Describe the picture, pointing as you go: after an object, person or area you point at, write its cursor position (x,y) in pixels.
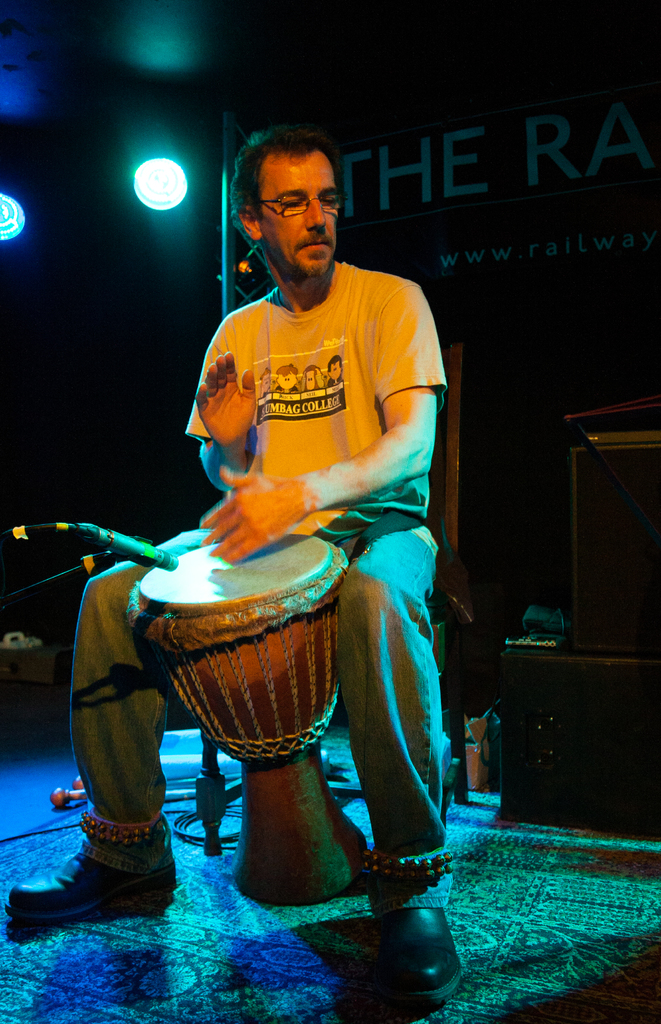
Here is a man (426,447) sitting and playing a musical instrument (235,604). This is a mike (162,556) with a mike stand (125,556). At background (572,194) I can see a banner (502,261) with some name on it. And these are some objects (596,687) which are black in color.
